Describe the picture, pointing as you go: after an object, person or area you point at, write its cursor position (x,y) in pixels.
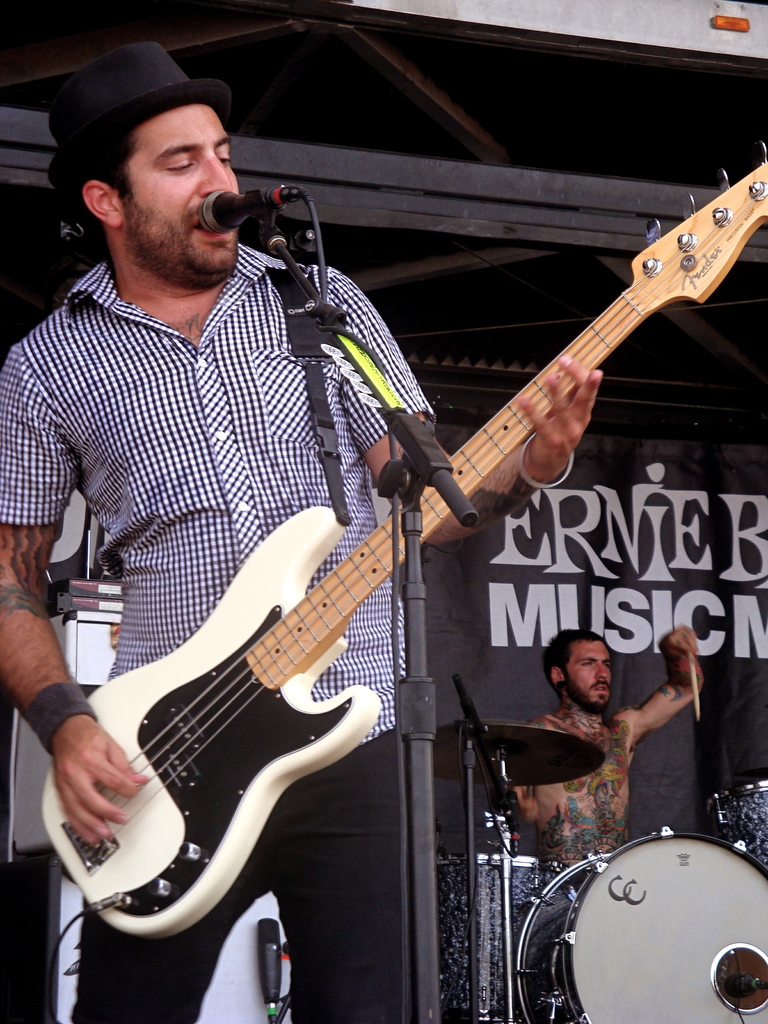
In this picture there is a man (137,184) Who has black hat (76,107) and holding a guitar (241,624) and singing through a mic (265,204). There are musical instruments (519,988) in the background (527,931). A shirtless guy (610,733) with a tattoo (606,723) on him is in the background (685,663). ERNIE B MUSIC M is written on a poster (651,459) in the background (656,468).
